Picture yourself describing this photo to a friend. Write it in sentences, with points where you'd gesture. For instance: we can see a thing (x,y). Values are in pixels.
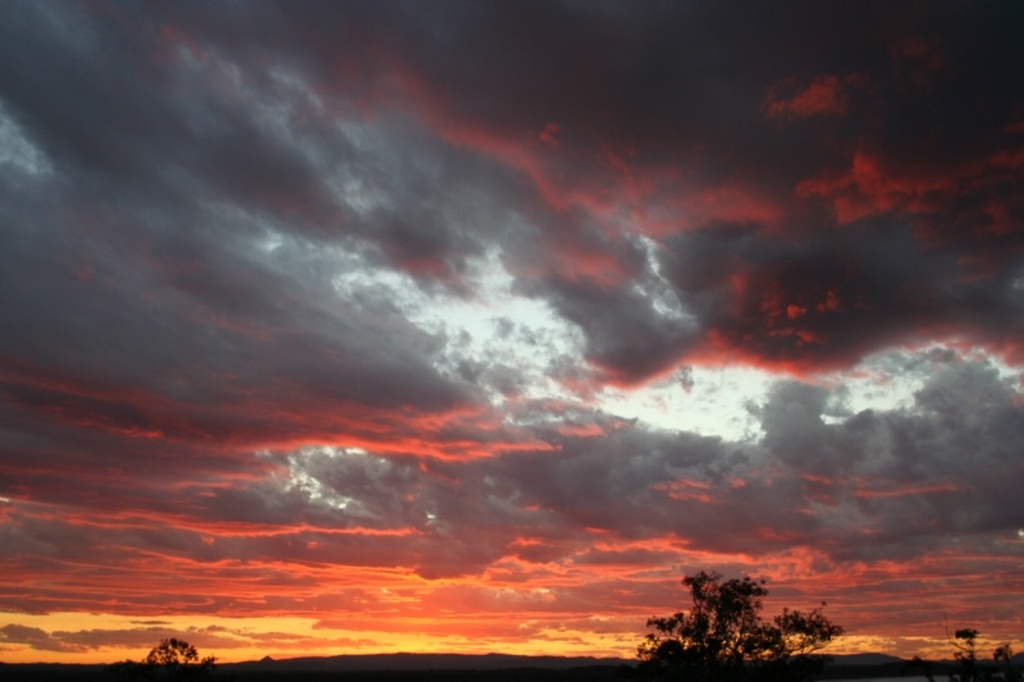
In this image there are trees (650,643) at the bottom (659,645). At the top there is a sky (223,398) which is in orange colour.
